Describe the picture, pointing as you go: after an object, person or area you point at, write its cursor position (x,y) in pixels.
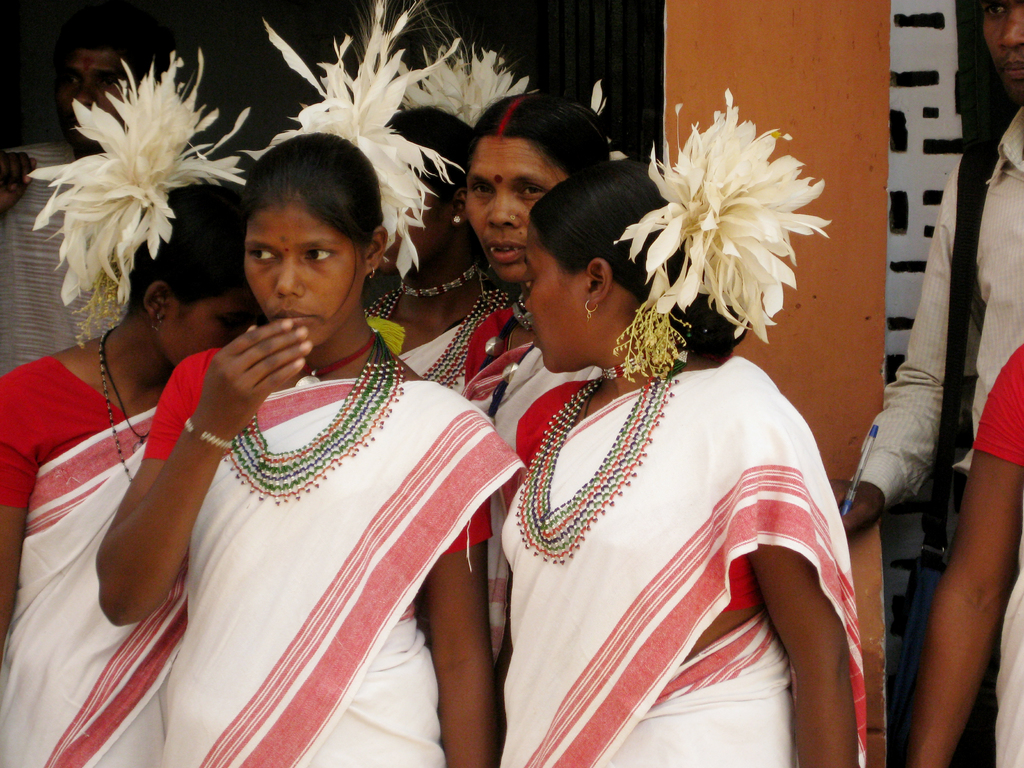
Here in this picture, in the front (254,387) we can see a group of women (443,431) wearing traditional sarees (55,729) of same kind are standing on the ground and we can see all of them are having flowers (362,137) on their heads (321,134) and on the right side (944,448) we can see a person (957,217) standing over there and he is carrying a bag (966,231) with him.
